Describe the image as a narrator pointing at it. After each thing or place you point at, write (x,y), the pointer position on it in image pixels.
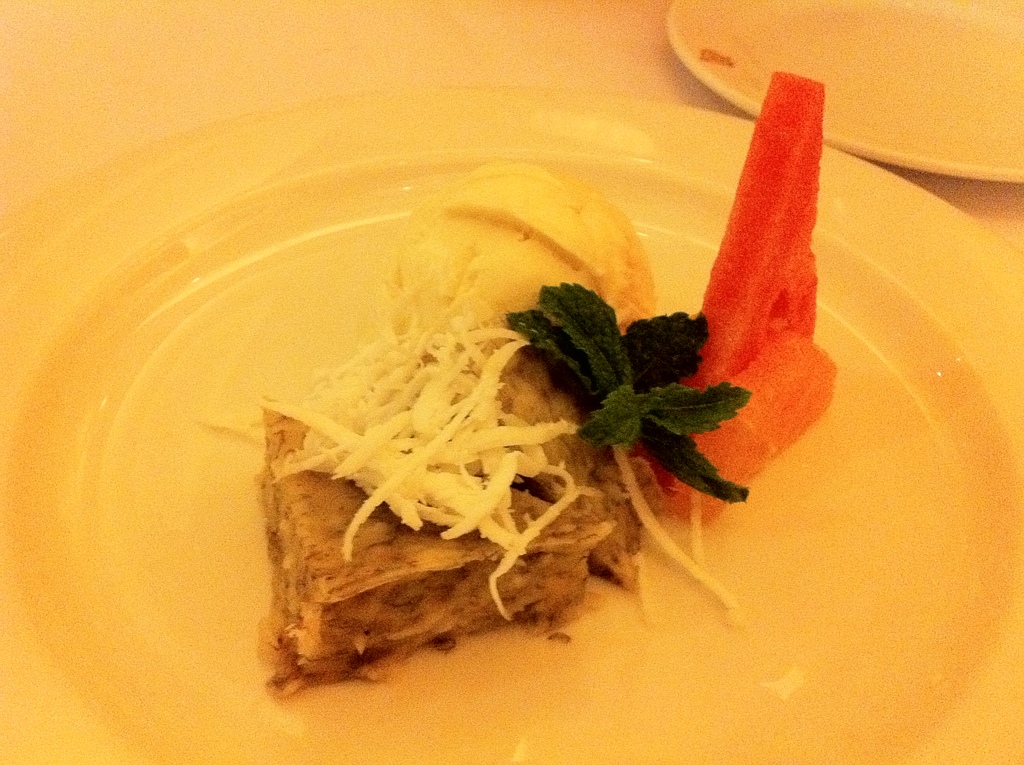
In this picture there is a food bread (336,516) with white cheese (432,449) spread on it, mango ice cream (616,238) and watermelon (718,315) is placed on the white plate (104,203).
